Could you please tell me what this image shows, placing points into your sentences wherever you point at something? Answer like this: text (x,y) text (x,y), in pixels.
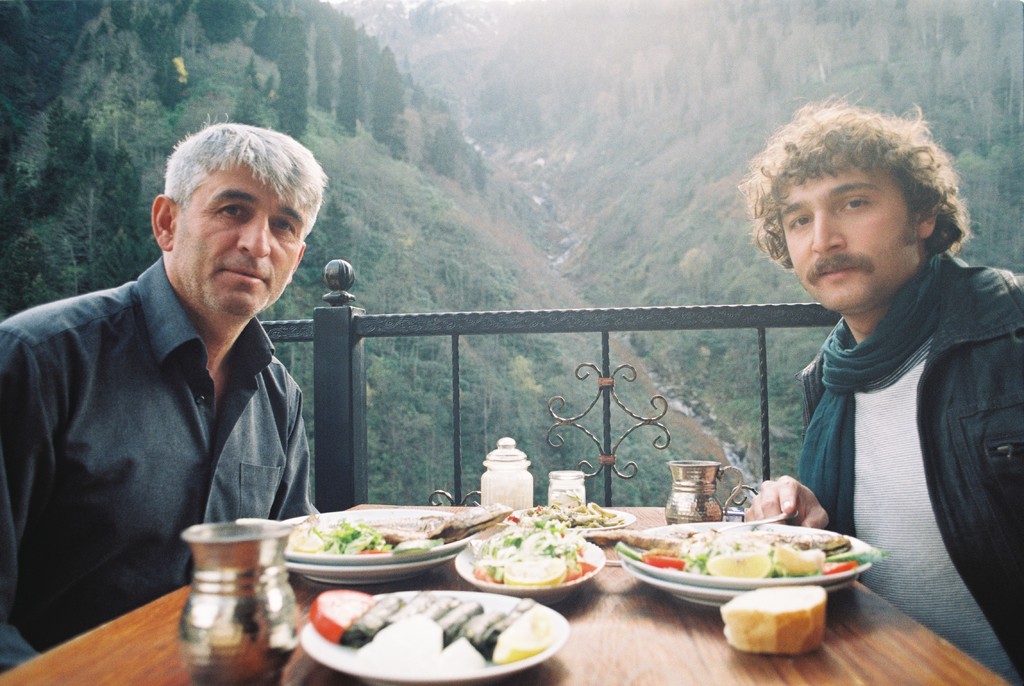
In this image there are two persons (306,483) are sitting before a table (457,584) having few plates (334,626) and jars (230,599) are on it. Plates (349,557) are having some food (570,541) in it. Beside them there is fence (329,333). Background (411,216) there are few hills (369,154) having trees (446,163) on it.
